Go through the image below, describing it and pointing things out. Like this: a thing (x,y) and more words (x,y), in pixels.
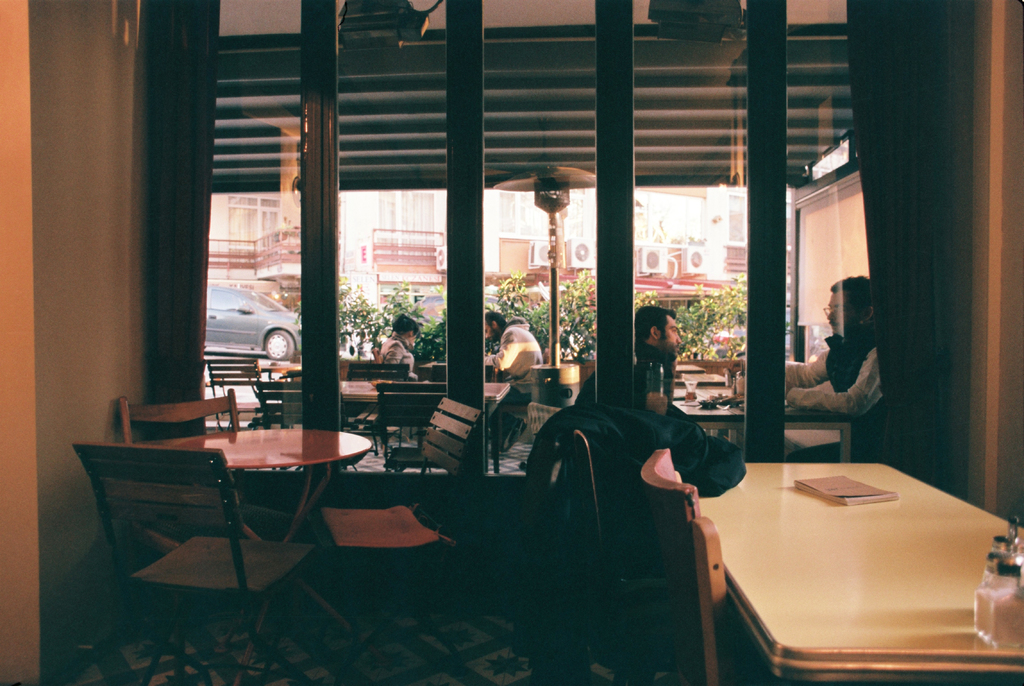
In this picture here is a wall (70,238) here is table (264,435), and chairs (216,483) here is a book (839,479) on table (835,467). in front a person (651,347) is sitting on a chair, and in front of him a man (830,326) is sitting, he is wearing a shirt (847,394). and in front there are trees (385,310) and car (248,313) is moving on the road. here is the building (407,218), and here is the ac fan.
